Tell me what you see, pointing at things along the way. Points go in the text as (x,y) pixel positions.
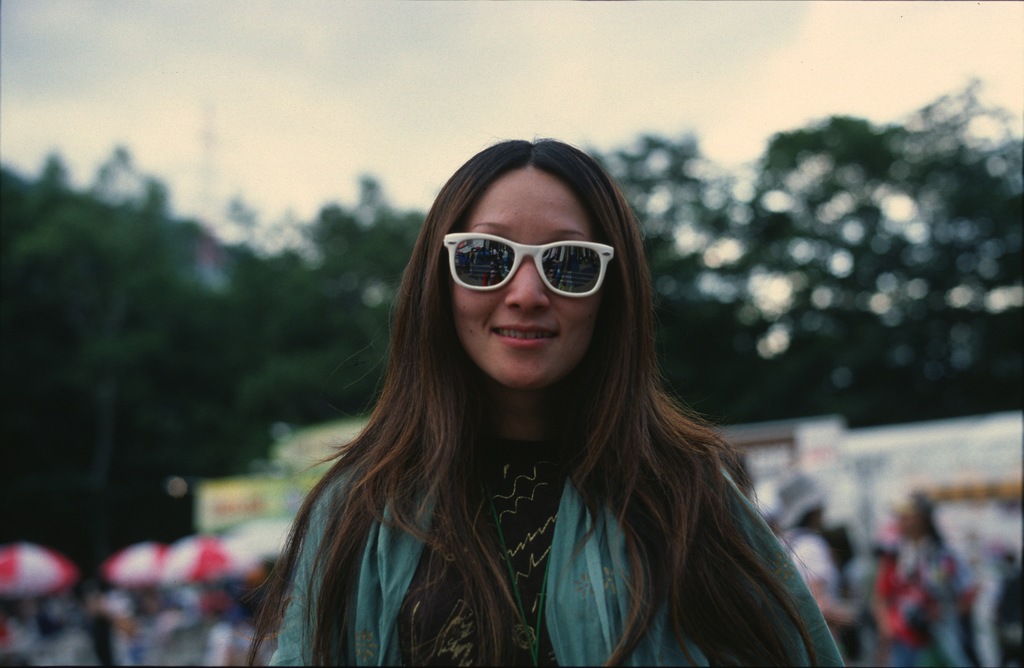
As we can see in the image in the front (545,392) there is a woman (568,300) wearing white sunglasses (551,283) and black color dress (545,498). In the background (251,613) there are few people (156,625) here and there, umbrellas (175,548), trees (220,315), buildings (898,430) and sky (242,121). The background (483,48) is little blurred.
